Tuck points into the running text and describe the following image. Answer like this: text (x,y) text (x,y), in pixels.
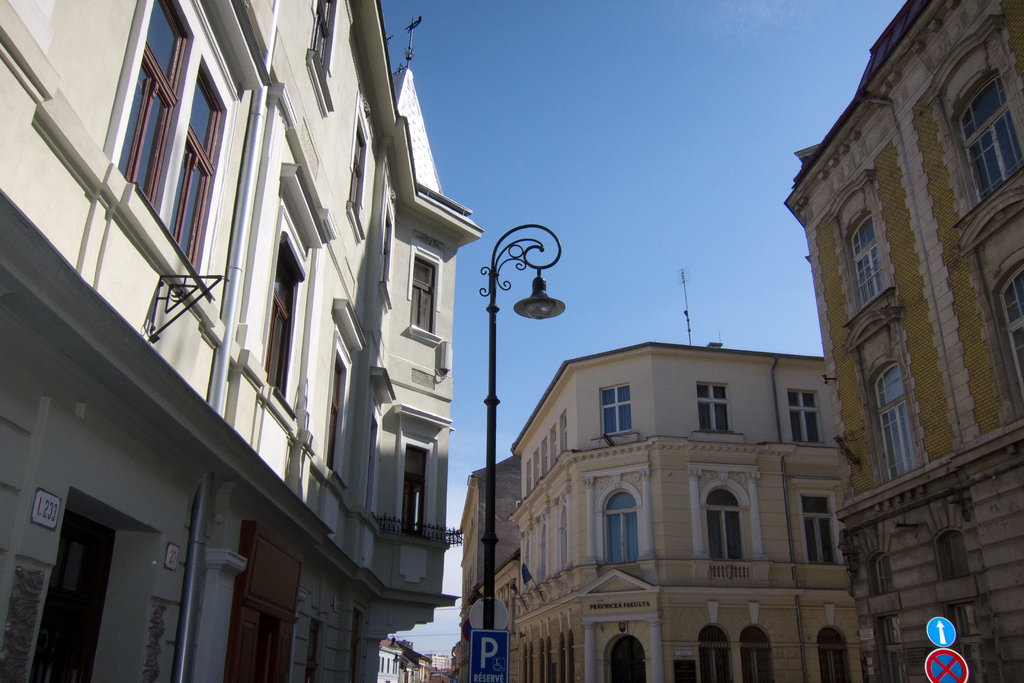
In the picture we can see a some three buildings (676,579) side by side with windows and near to it, we can see some pole (549,268) with a lamp (547,297) and some pole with a stop board (953,664), in the background (595,290) we can see a sky (687,147).
